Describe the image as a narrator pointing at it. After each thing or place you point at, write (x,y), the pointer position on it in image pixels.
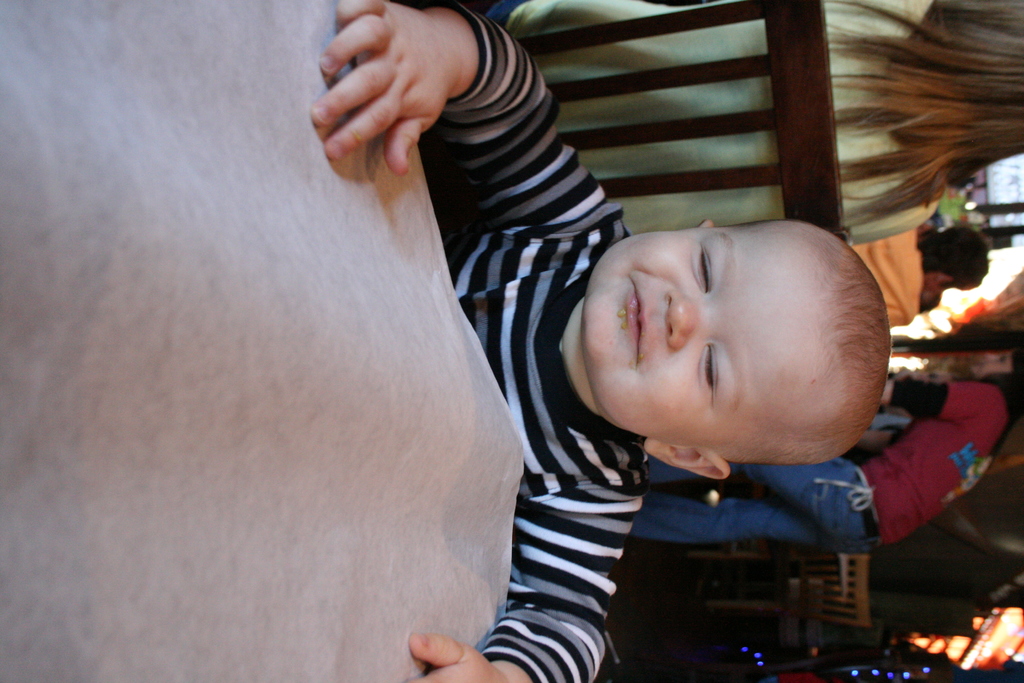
In the center of the image (672,233) we can see one kid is smiling. And we can see the kid (544,331) is holding some object (320,312). In the background (932,502), we can see the lights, one person (926,384) is standing, few people (934,152) are sitting on the chairs (800,143) and a few other objects (970,682).
